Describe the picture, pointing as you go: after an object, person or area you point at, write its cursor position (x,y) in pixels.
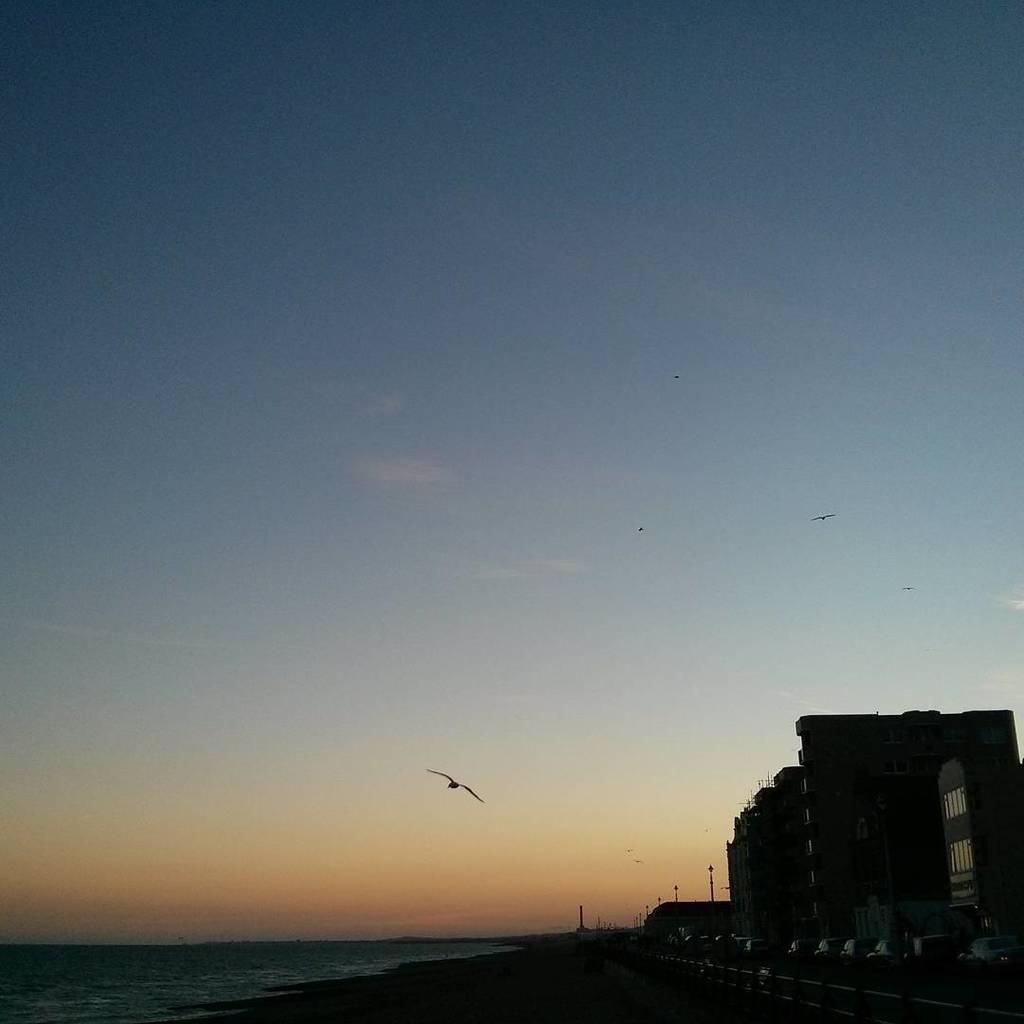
In the picture we can see some buildings (970,928) and near to it, we can see some poles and water (193,969) and in the background (327,733), we can see a sky (322,927) with some birds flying in the air (397,639).
